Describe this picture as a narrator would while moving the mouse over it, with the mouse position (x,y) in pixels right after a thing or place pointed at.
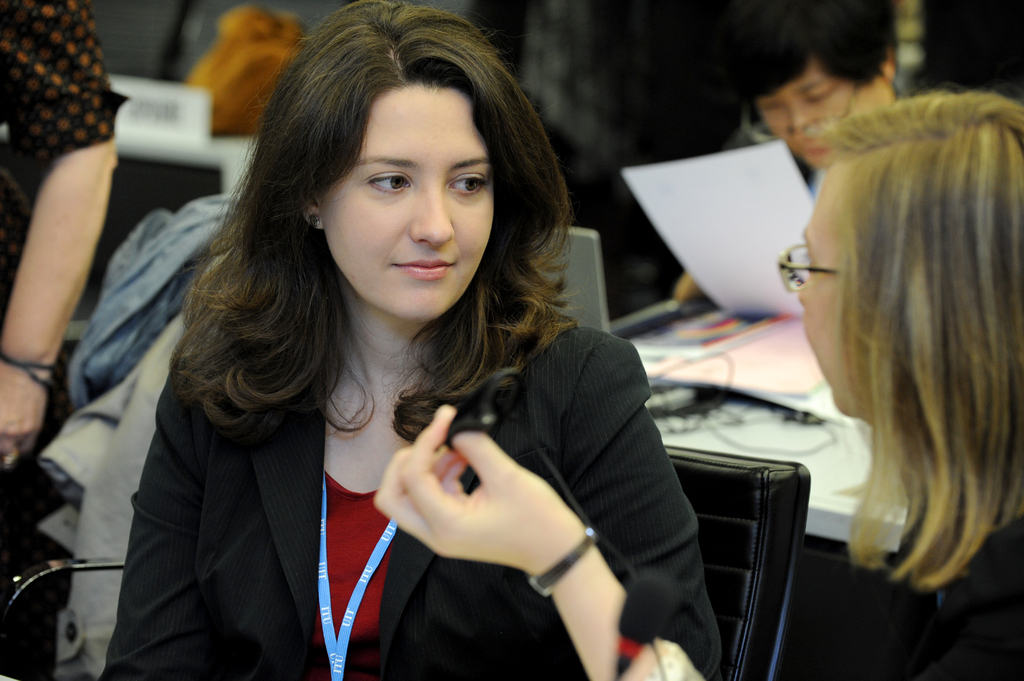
In the center of the image (382,281) we can see a woman (415,326) sitting on a chair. We can also see some people (862,293) beside her. In that a woman (860,386) is holding an object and a man (697,290) is holding a paper (790,163). We can also see a mic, some bags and a table (764,429) containing some papers (808,394) and wires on it.
